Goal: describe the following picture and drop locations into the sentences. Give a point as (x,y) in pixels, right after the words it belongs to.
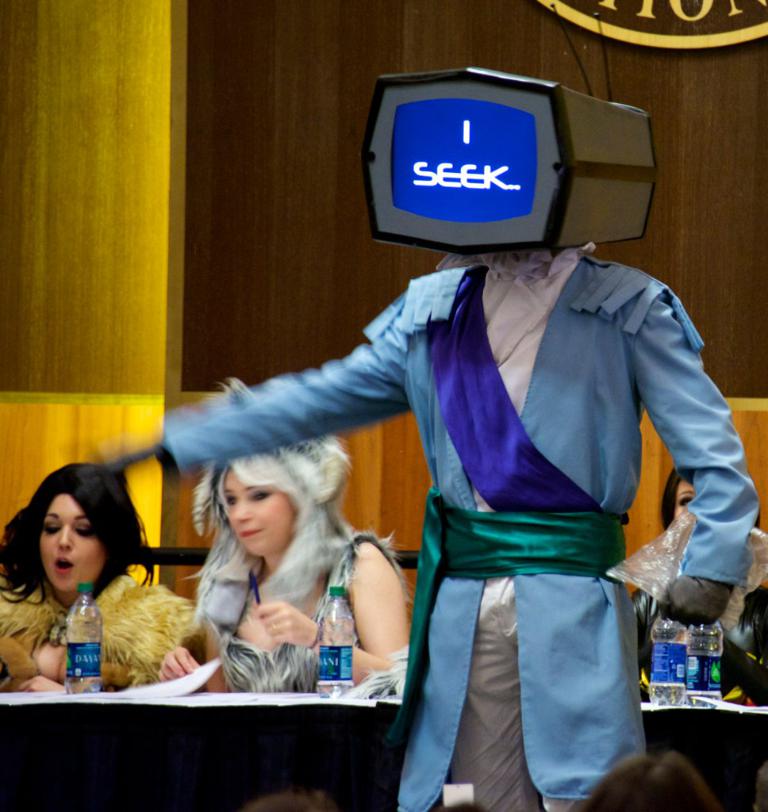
In front of the image there are people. In front of them there is a person (482,441) wearing some object (457,215) on his face (621,193) and he is holding the cover (759,581) in his hand (718,613). Behind him there are people (278,673) sitting on the chairs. In front of them there is a table (674,737). On top of it there are water bottles (327,669) and papers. Behind them there is a board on the wall (332,67).
